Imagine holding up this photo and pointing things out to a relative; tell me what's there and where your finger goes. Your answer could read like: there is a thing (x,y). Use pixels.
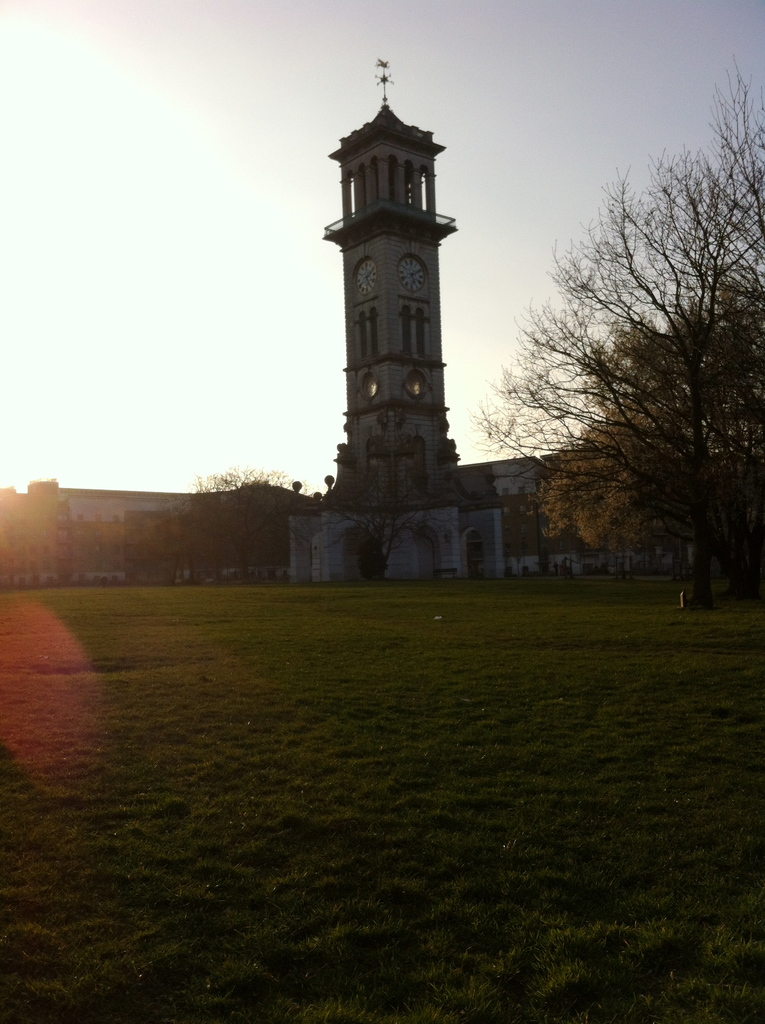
On the ground (286,712) there is grass (325,729). In the background (368,552) there are trees (696,476) and buildings (540,476). There is a tower (402,378) with arches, pillars (418,197) and clocks (418,274). In the background (272,110) there is sky (169,275).
